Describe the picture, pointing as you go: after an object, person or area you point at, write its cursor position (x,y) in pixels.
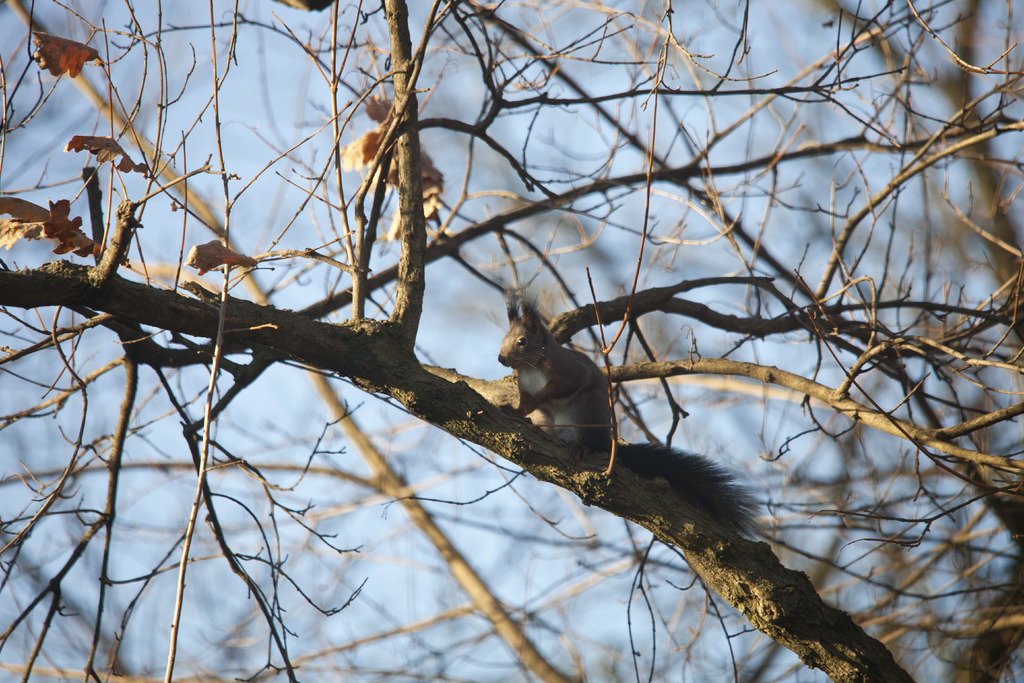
In this image I can see the stems (636,175) of a tree (715,553). In the middle of the image (521,336) there is a squirrel (544,360) on a stem (456,397). In the background (283,174) I can see the sky (251,106).
